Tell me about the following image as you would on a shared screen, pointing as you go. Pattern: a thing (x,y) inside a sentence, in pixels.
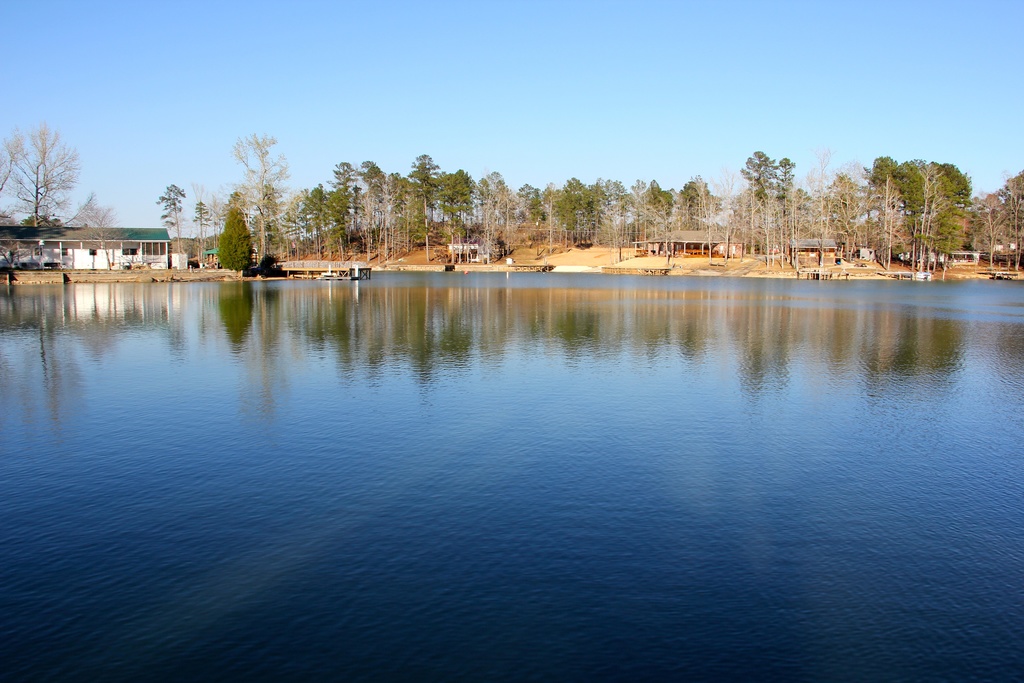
In this image we can see a large water body (496,335). We can also see some houses (699,253) with roof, a group of trees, the deck (543,265) and the sky (459,146) which looks clear.
